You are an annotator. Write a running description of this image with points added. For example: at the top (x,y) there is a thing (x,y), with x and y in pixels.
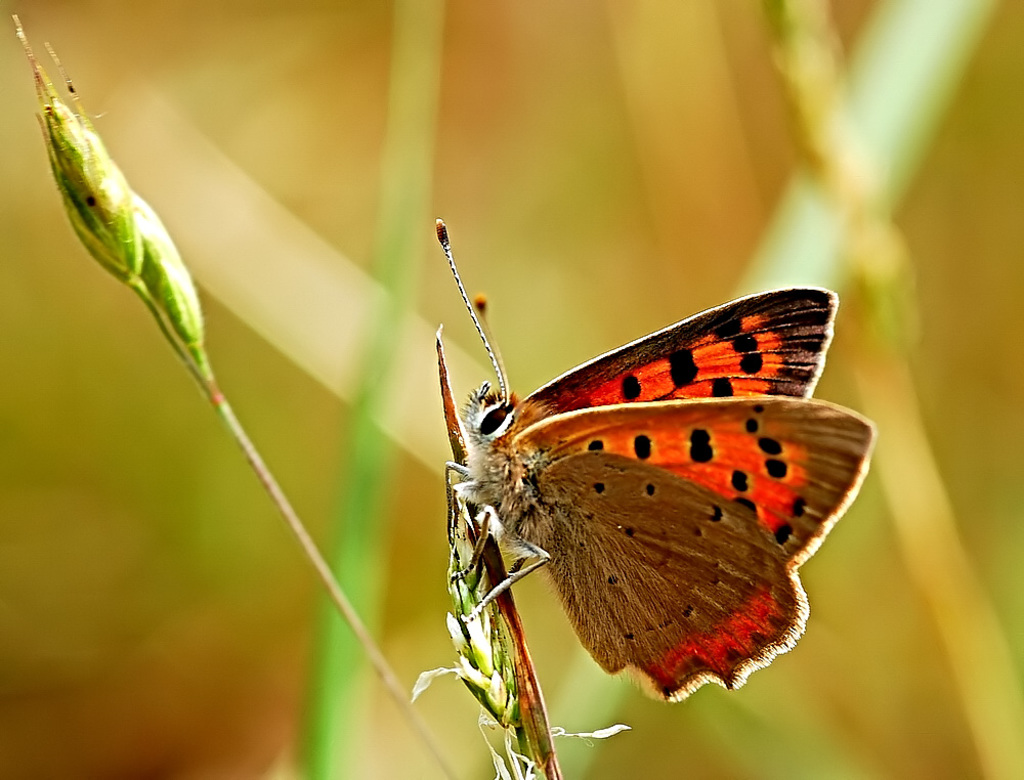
In this image we can see buds (94,183) and there is a butterfly (577,499) on the bud (490,618) and a blurry background (802,705).
